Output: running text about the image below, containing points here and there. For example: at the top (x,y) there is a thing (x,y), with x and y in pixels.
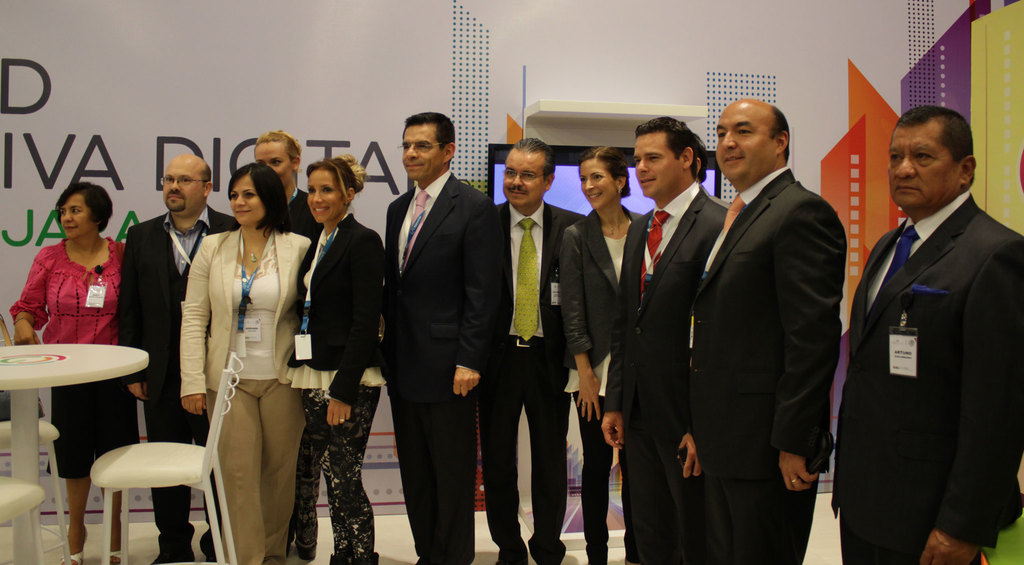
In the center of this picture (624,273) we can see the group of persons (725,255) wearing suits (476,234) and standing and we can see the group of women (333,231) smiling and standing on the floor (488,562) and we can see a table (89,363), chairs (176,455) and some other objects (566,129). In the background (106,124) we can see the text (372,183) on banner (434,33) and we can see a digital screen (571,175).
